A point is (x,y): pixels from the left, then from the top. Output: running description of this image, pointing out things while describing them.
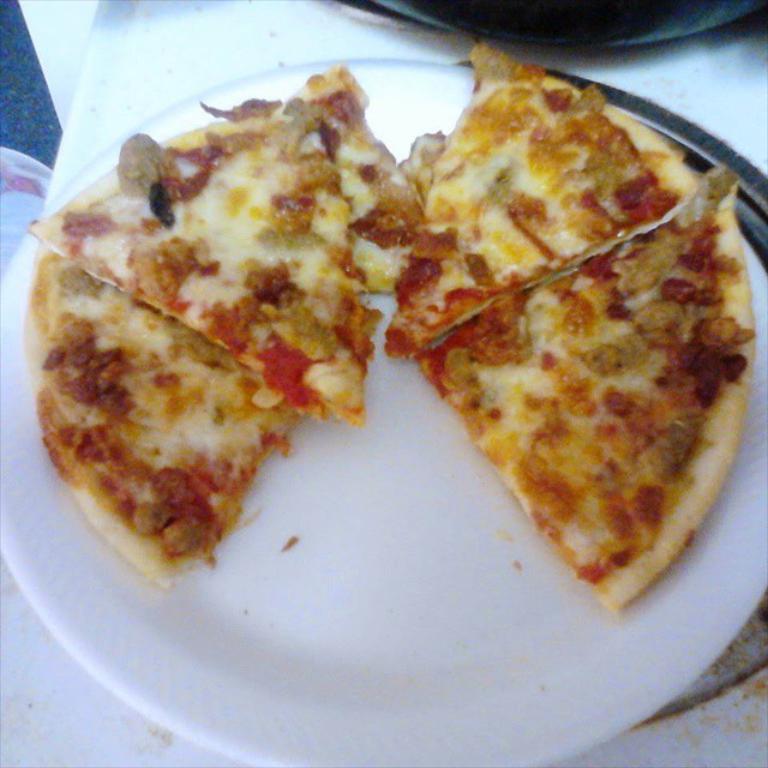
In this picture we can see pizza slices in the plate (335,603) and this plate (321,669) is on the platform (657,709).
